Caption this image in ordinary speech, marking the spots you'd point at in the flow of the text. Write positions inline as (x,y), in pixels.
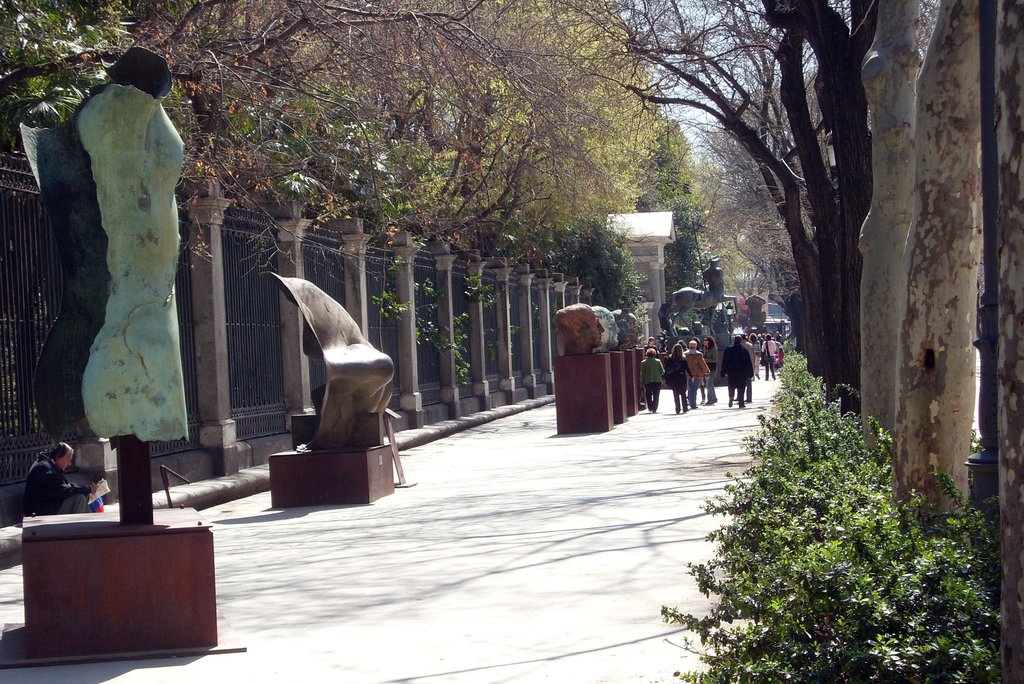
In the image there are some sculptures (114,314) and many people (685,394) were walking on the path (565,502) around those sculptures (627,335), on the left side (11,328) there is a fencing (226,241) and behind the fencing (25,323) there are many trees (638,153) and on the right side (809,555) there are some plants (858,419) and beside the plants (848,389) there are few trees (857,203).
